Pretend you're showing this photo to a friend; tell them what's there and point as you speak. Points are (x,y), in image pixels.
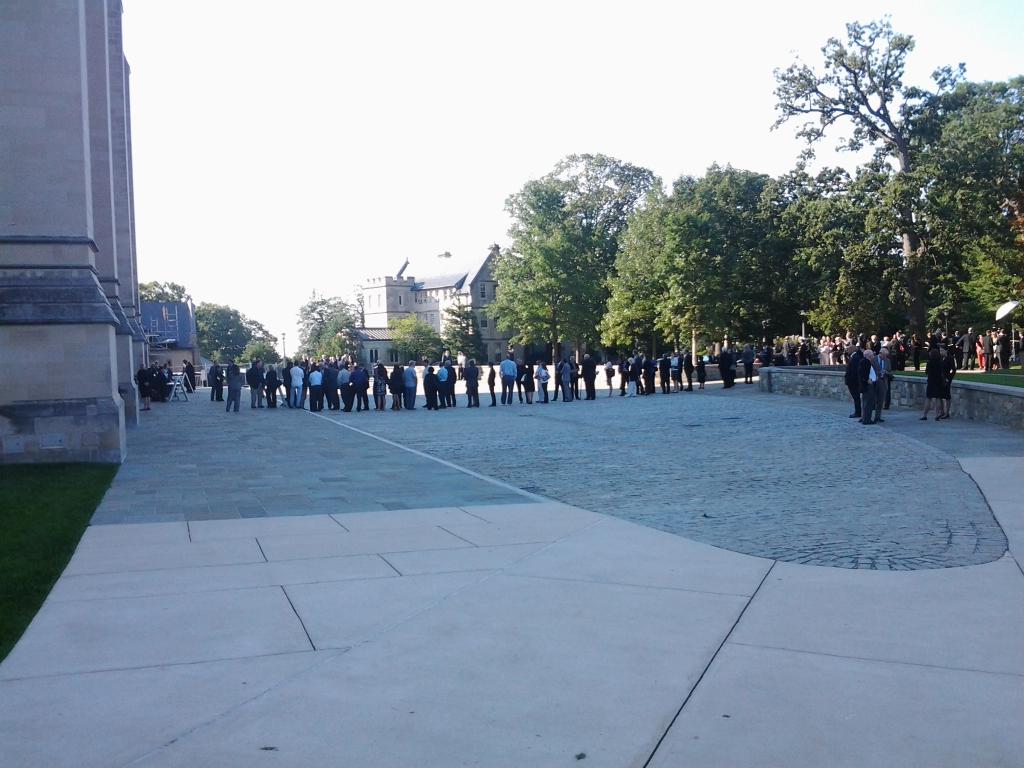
At the bottom of the image (231,578) there is a floor (755,419) with many people (234,375) are standing. In the top left corner of the image (100,56) there are pillars (52,33). In the background (551,246) there are many trees (535,271) and also there are buildings (408,288). At the top of the image (377,204) there is sky (490,118).
